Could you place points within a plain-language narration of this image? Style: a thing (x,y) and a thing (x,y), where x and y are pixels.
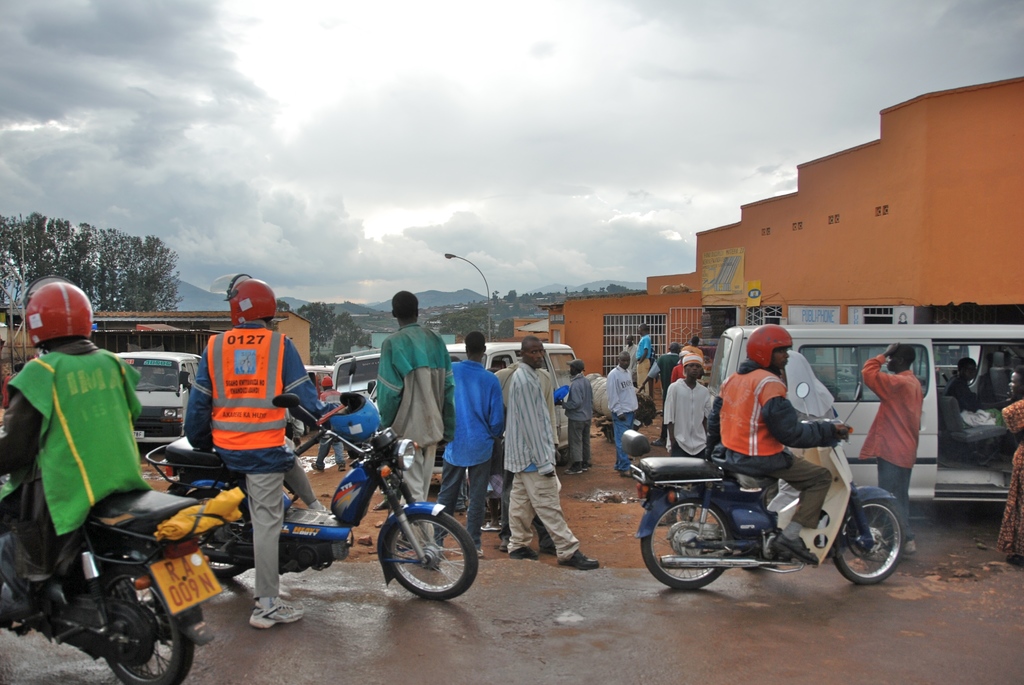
In this image we can see three people (128,486) who are sitting on a motorcycle (199,553). In the background (928,359) we can see a few cars (143,400) and a few people (447,404) who are standing. In the background (744,275) we can see a house (868,219), a tree (143,249) and a sky (308,125) with clouds (327,119).
